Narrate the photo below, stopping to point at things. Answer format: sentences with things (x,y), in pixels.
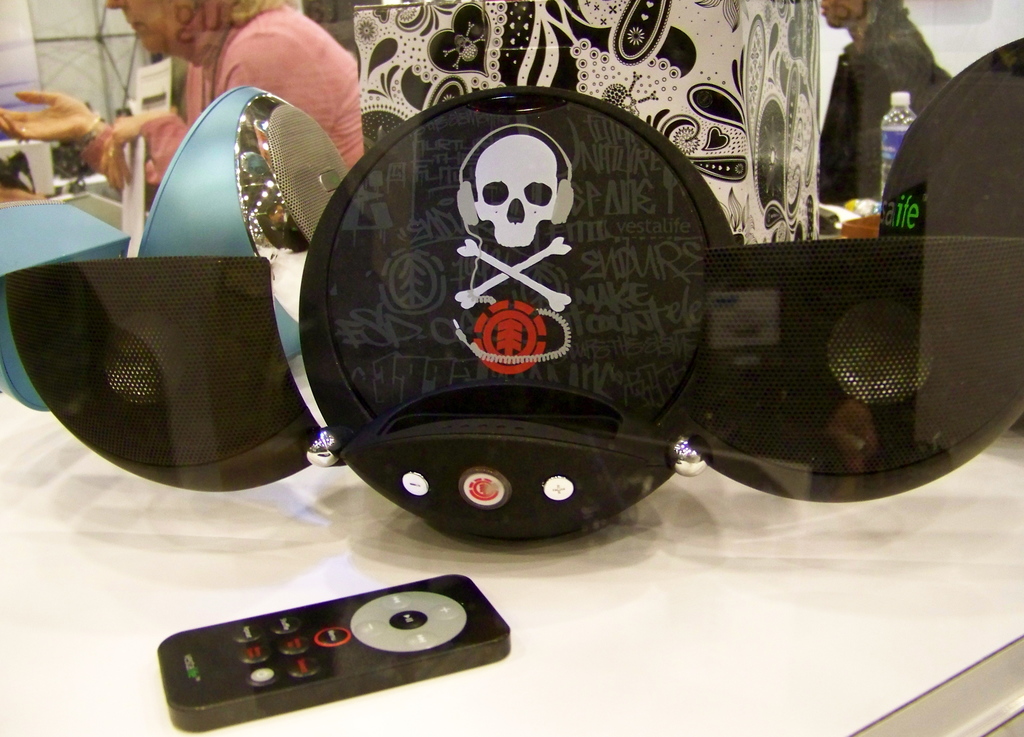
In the image there is a remote (378,617), bag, speaker (125,304) and some things (169,211) on the table (700,564) and behind there are two persons (831,106) visible.
